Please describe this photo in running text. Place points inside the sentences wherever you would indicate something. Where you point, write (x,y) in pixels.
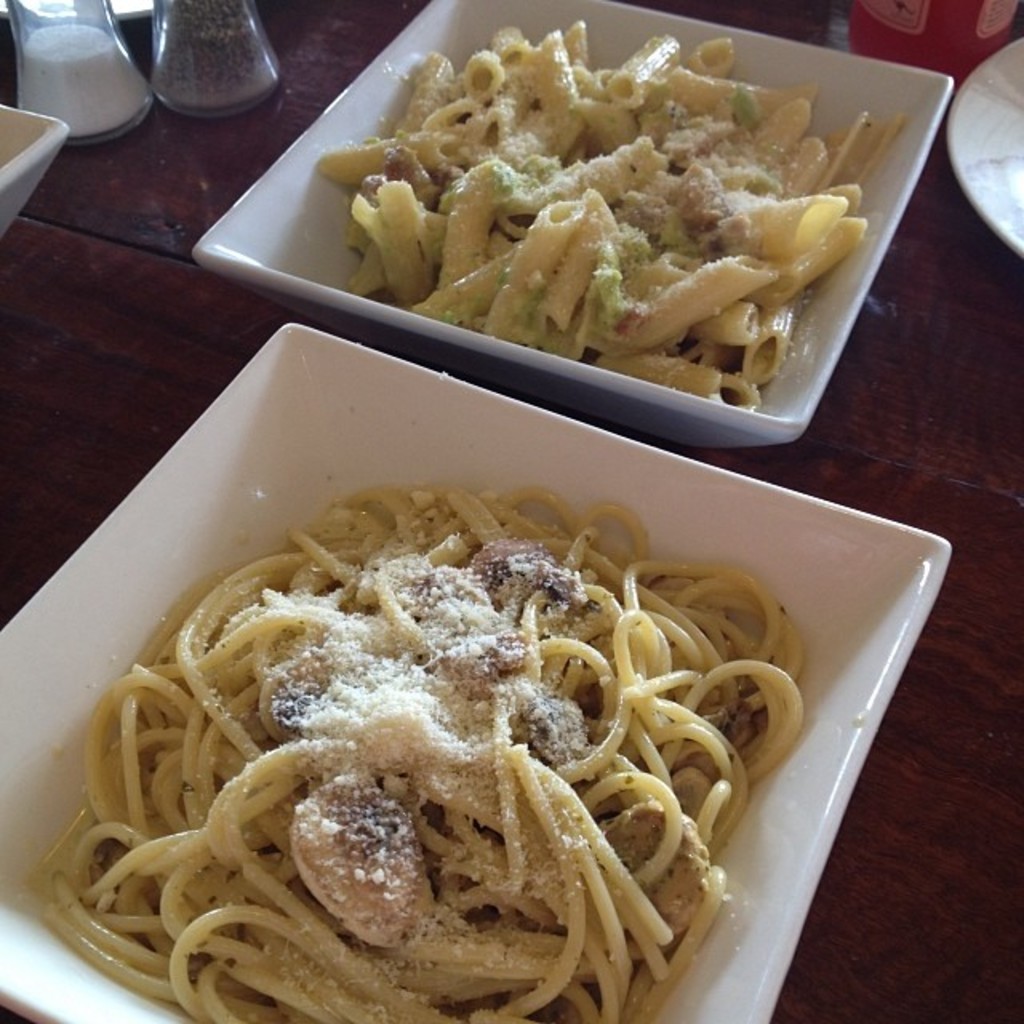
There are two bowls (270,402), which contain the food items (391,511) in it. I can see the glass bottles (216,115), bowls (296,214) and few other things (948,49) placed on the wooden table (130,322).
